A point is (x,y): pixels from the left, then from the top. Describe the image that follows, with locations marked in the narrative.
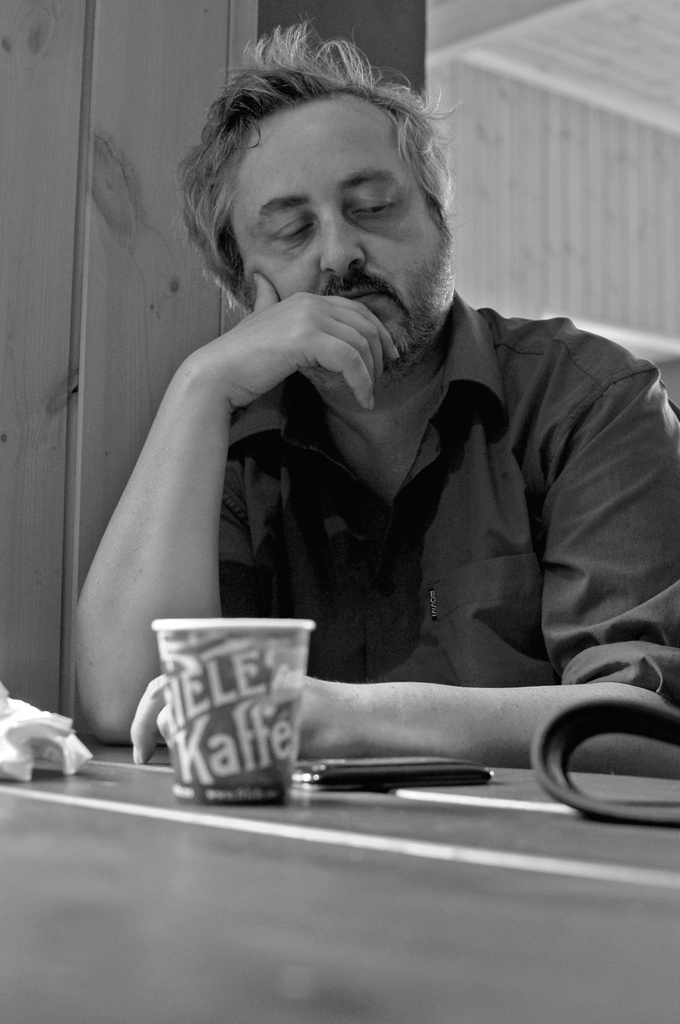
In the image we can see there is a man (421,301) who is sitting and on table (528,796) there is glass (177,780) and mobile phone (350,774) and the image is in black and white colour.
